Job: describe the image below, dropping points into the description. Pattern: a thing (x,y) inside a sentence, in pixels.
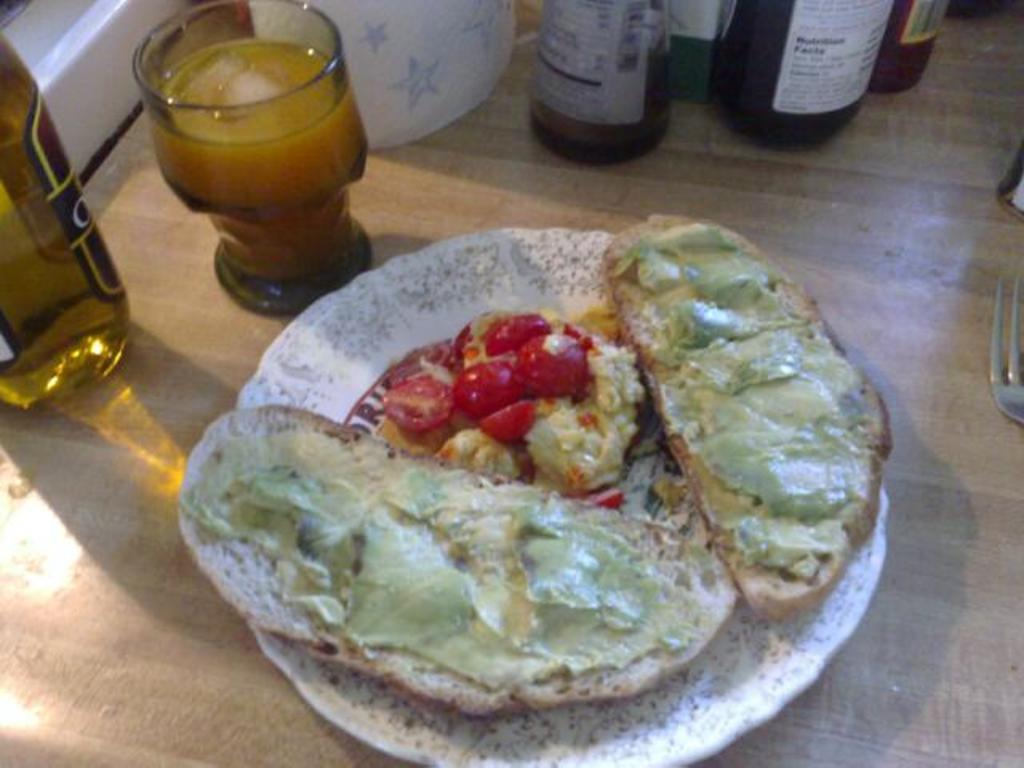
This is the picture of a bread (398,467) and food (525,355) in the plate (447,271), a glass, bottle (12,71), fork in the table (967,149).
